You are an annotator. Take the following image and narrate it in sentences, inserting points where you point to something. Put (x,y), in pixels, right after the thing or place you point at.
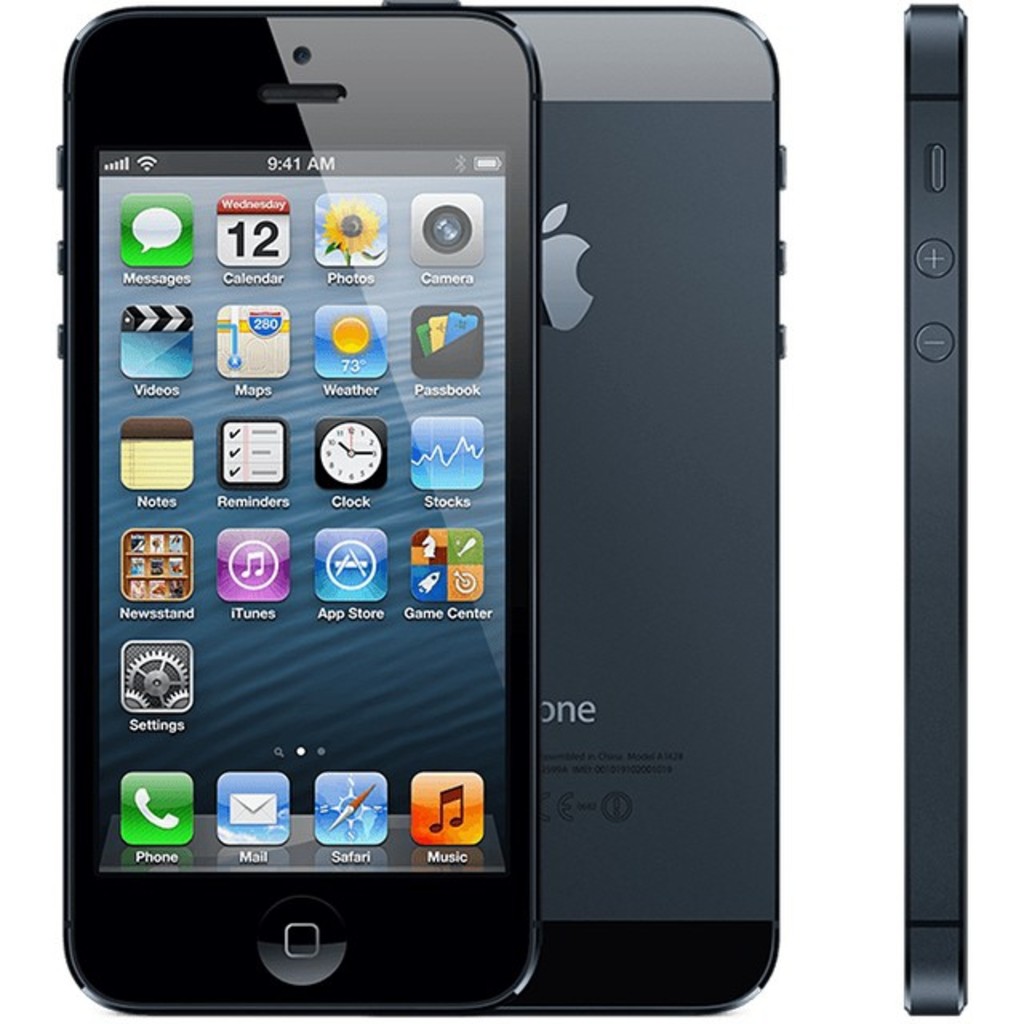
In this image, I can see three apple mobile phones (645,629), which are black in color. This is the screen (113,535) with the display (321,648). These are the apps (439,788). Here is the home button (291,980). These are the volume buttons (939,274). This is the apple logo (575,292) on the phone (661,389).
